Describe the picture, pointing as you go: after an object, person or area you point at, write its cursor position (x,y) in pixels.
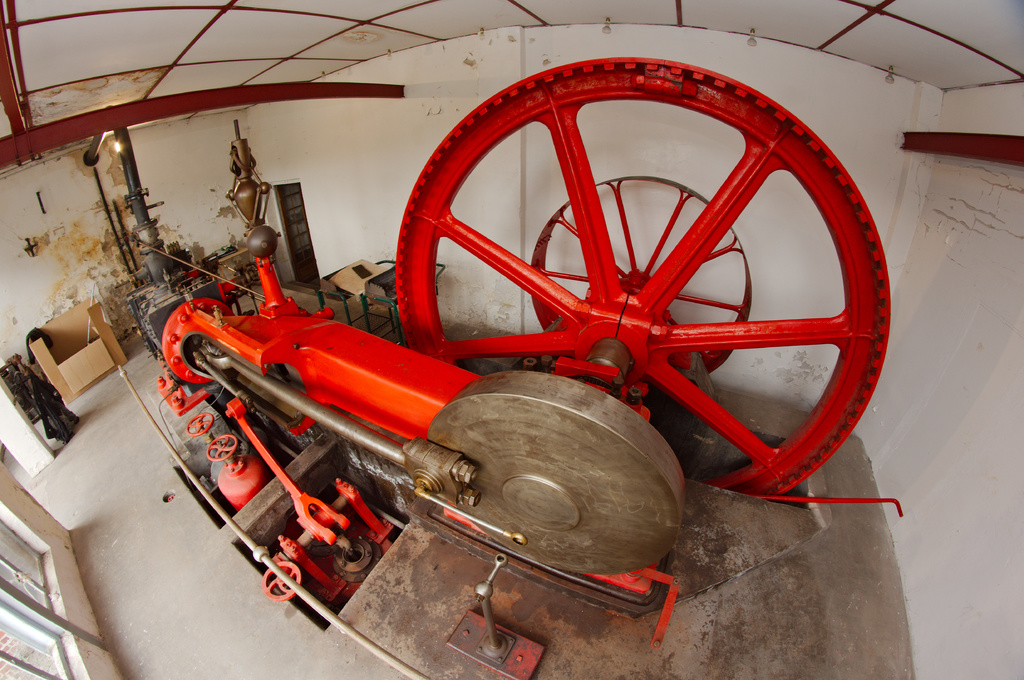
In this image in the center (391,442) there is machine (445,446). On the left side (43,554) there are windows (19,578) and there is wall (19,434). In the center (346,305) there are stands (359,305) and in the background (85,290) there is box (76,326) and there is wall (352,183) which is white in colour. On the left side (49,406) there is an object (49,407) which is black in colour hanging.
